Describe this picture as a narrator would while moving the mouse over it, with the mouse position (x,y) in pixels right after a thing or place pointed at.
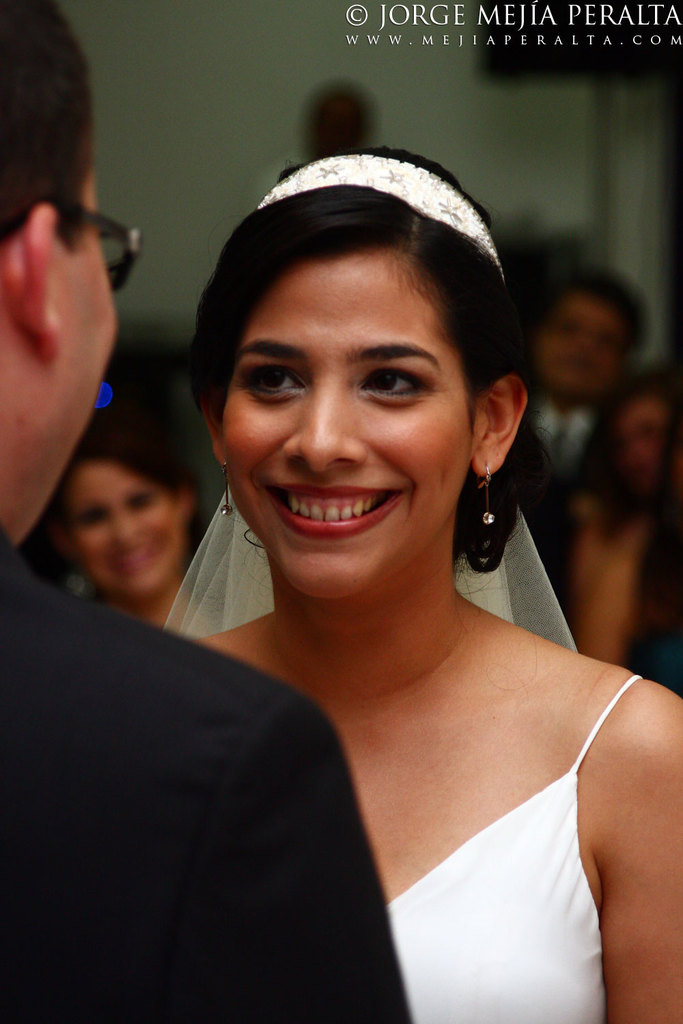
On the left side of the image (80,689) there is a man (83,235) with spectacles (96,223). In front of him there is a lady (383,673) with hair band (446,190) is smiling. Behind them there are few people (546,307). In the top right corner of the image (534,6) there is a name (655,22).
